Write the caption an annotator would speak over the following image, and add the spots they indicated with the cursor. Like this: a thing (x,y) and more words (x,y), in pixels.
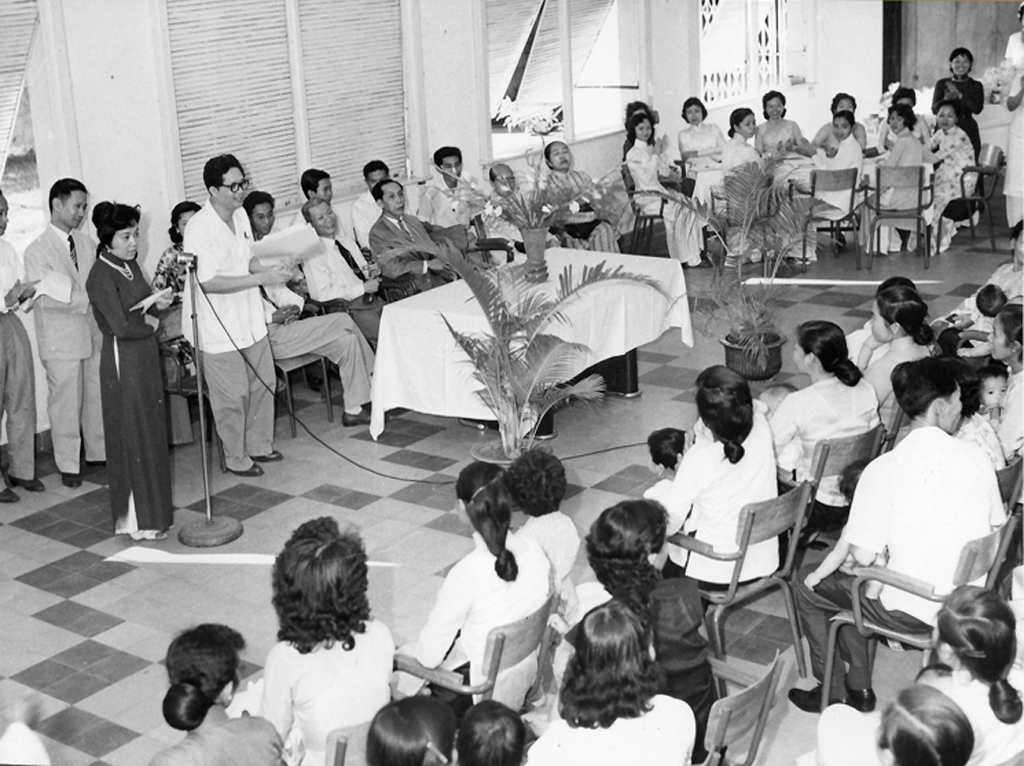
This is a black and white image. In this image we can see persons (323,275) sitting on the chairs (180,434) and some are standing on the floor (173,463). In addition to this there are house plants (576,389), flower vase (536,264) on a table (472,317), blinds (211,146) to the windows (310,116), stationery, mic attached to the mic stand (199,403) and cables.
